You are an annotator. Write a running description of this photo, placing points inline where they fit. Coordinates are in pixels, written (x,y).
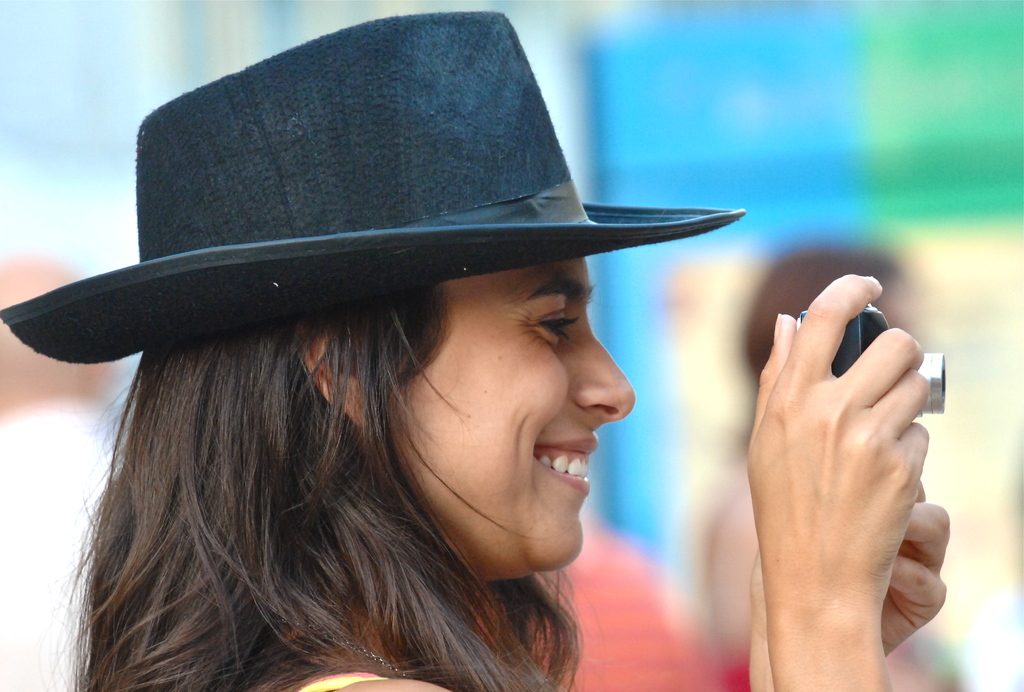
In this image there is a person (399,308) truncated towards the bottom of the image (374,555), the person (358,337) is wearing a hat (438,216), the person (482,221) is holding a camera (873,317), the background of the image (772,106) is blurred.
